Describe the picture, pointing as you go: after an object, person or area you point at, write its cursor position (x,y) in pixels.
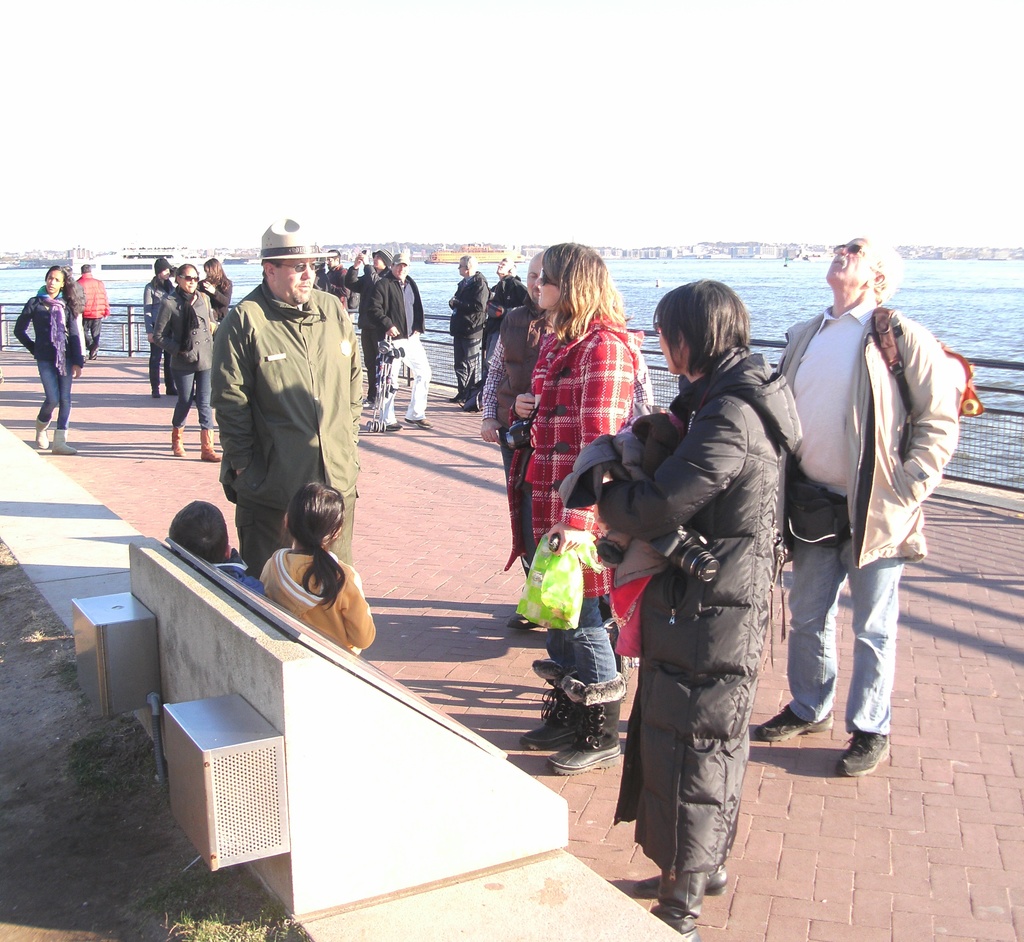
There are people (783,360) in the foreground area of the image (299,327), there are buildings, water (749,263), people (465,292) and the sky (554,154) in the background (511,35).
